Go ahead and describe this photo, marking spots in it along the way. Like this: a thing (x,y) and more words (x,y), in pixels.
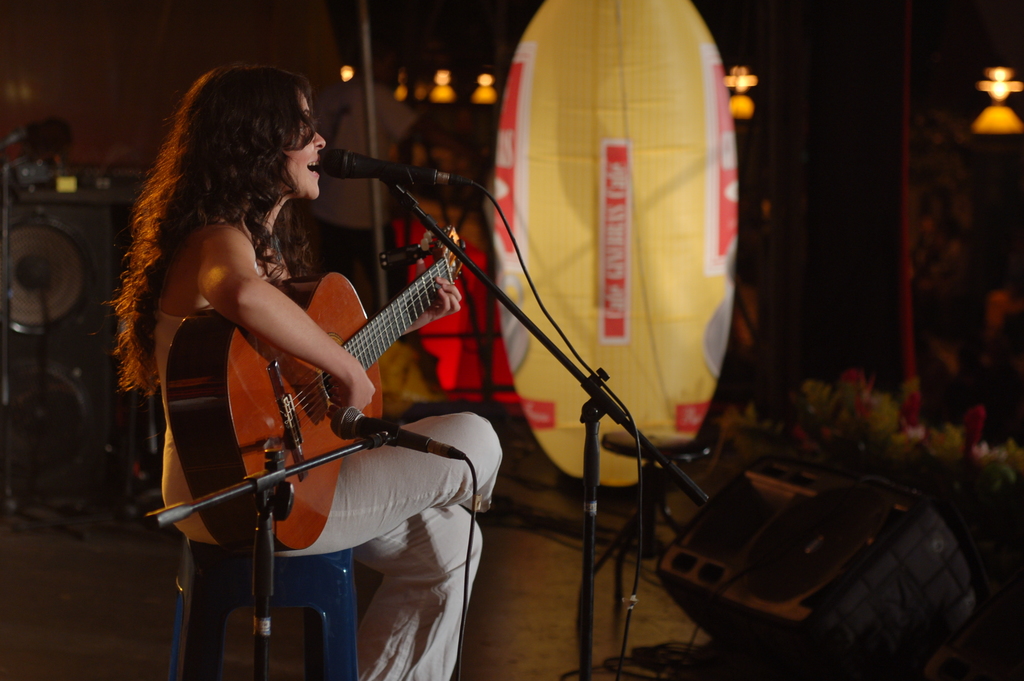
in the picture a woman (358,383) is sitting holding a guitar (330,405) and singing in a micro phone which is in front of her.
